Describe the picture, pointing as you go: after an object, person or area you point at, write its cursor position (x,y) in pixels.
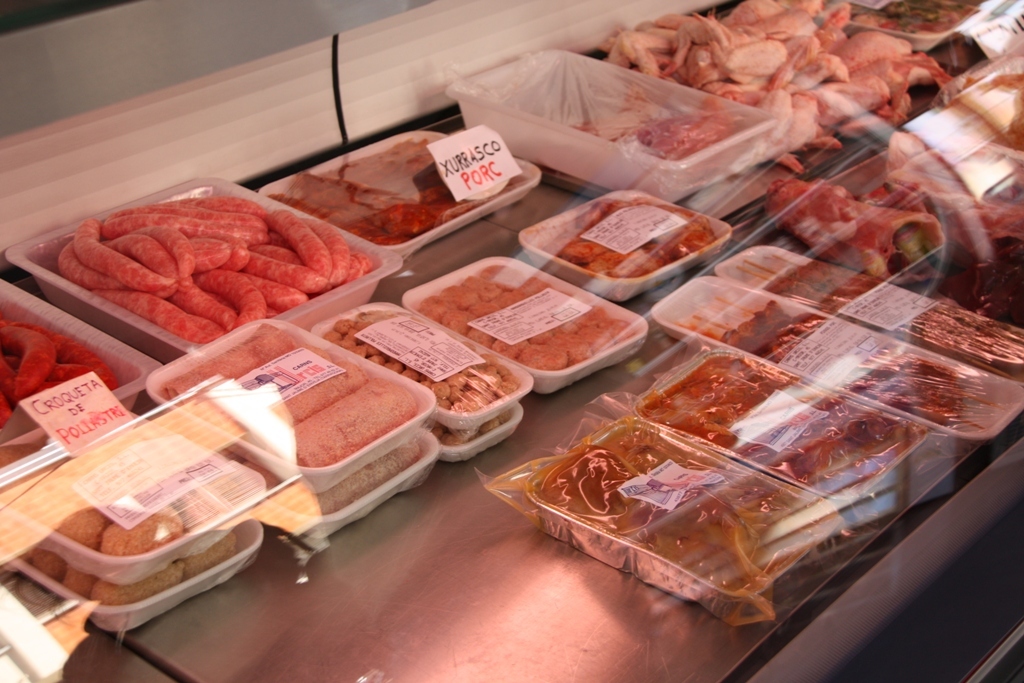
In this image I can see number of boxes (632,145), number of papers (618,227) and different types of food (504,299). I can also see something is written on these papers (82,395).
